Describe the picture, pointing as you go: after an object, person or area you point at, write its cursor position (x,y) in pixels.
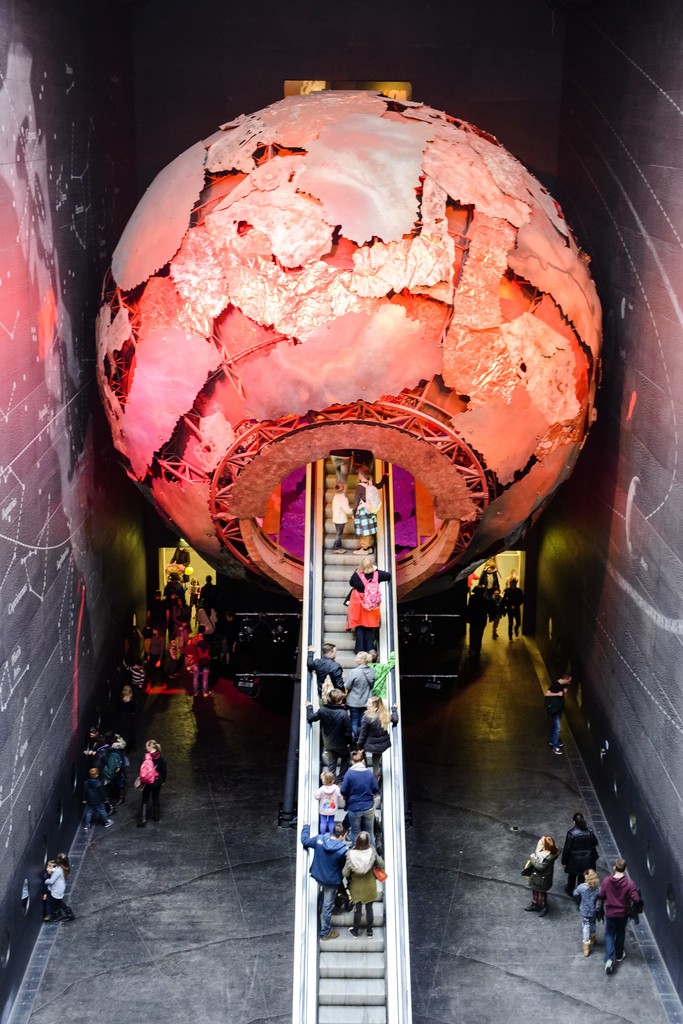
In this picture I can observe a sphere (251,267) and staircase (340,1019) in the middle of the picture (324,394). On either sides of the picture I can observe some people (514,596) on the floor (242,811). The background (224,57) is dark.
